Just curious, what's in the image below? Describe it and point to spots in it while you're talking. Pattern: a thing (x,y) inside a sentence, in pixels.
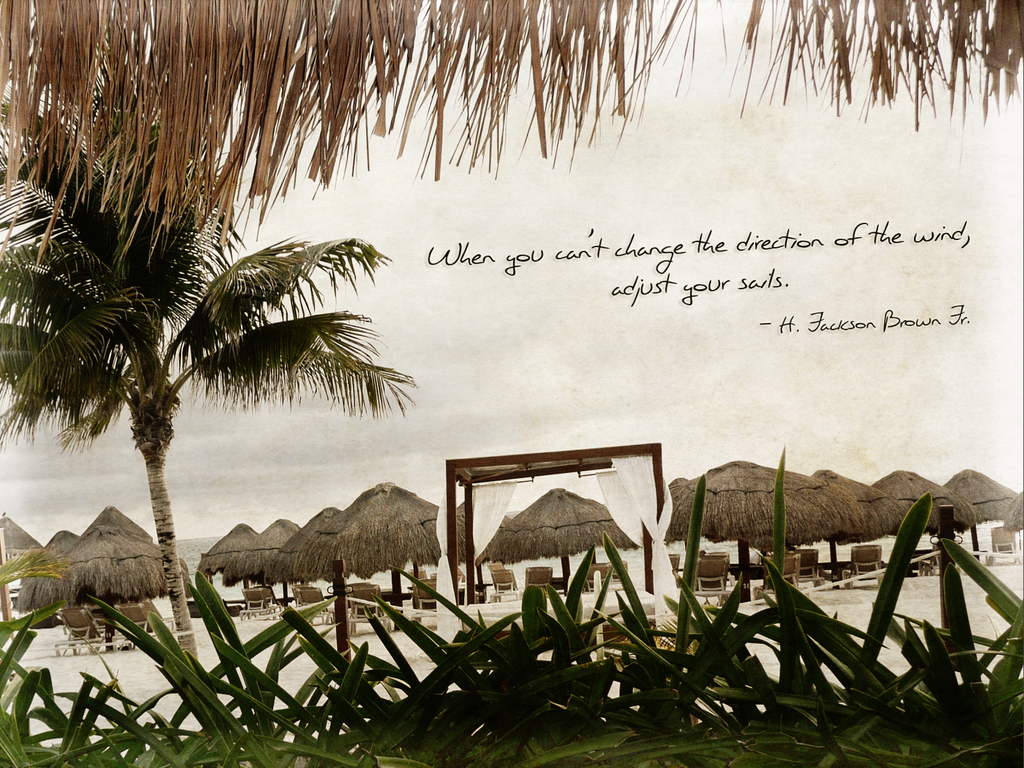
In this image there is an art (456,386) in which we can see that there are so many huts (323,554) in the middle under which there are chairs (417,587). At the bottom (528,661) there is grass (595,663). On the left side (167,440) there is a coconut tree (151,416).
